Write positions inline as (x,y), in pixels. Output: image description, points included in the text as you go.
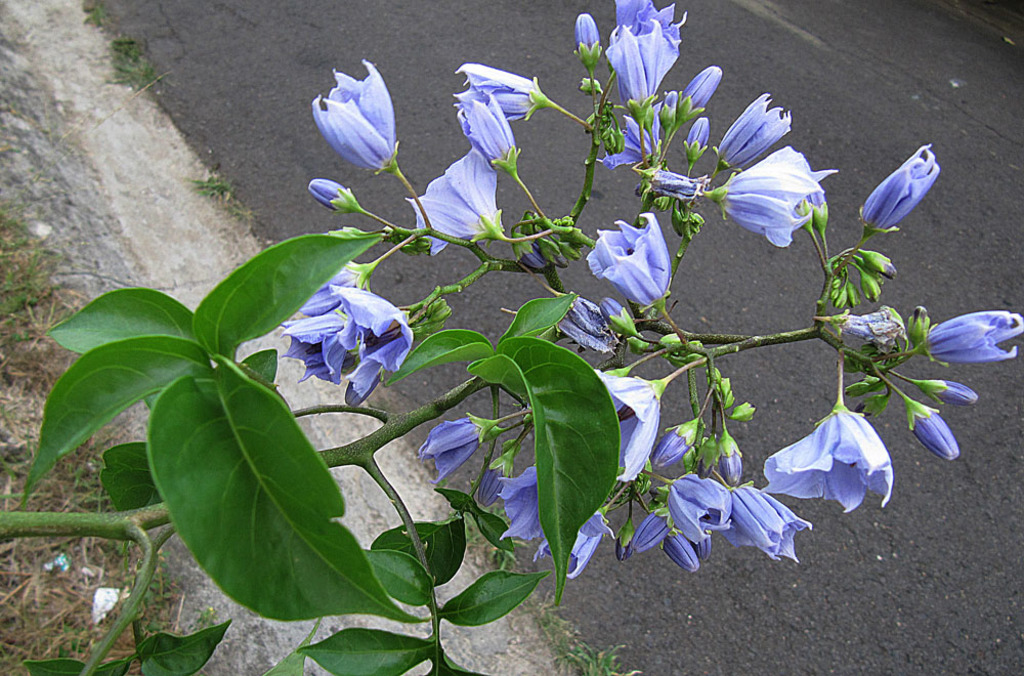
In this image we can see a group of flowers (821,211) and buds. Behind the flowers (648,449) we can see the road (798,363).
